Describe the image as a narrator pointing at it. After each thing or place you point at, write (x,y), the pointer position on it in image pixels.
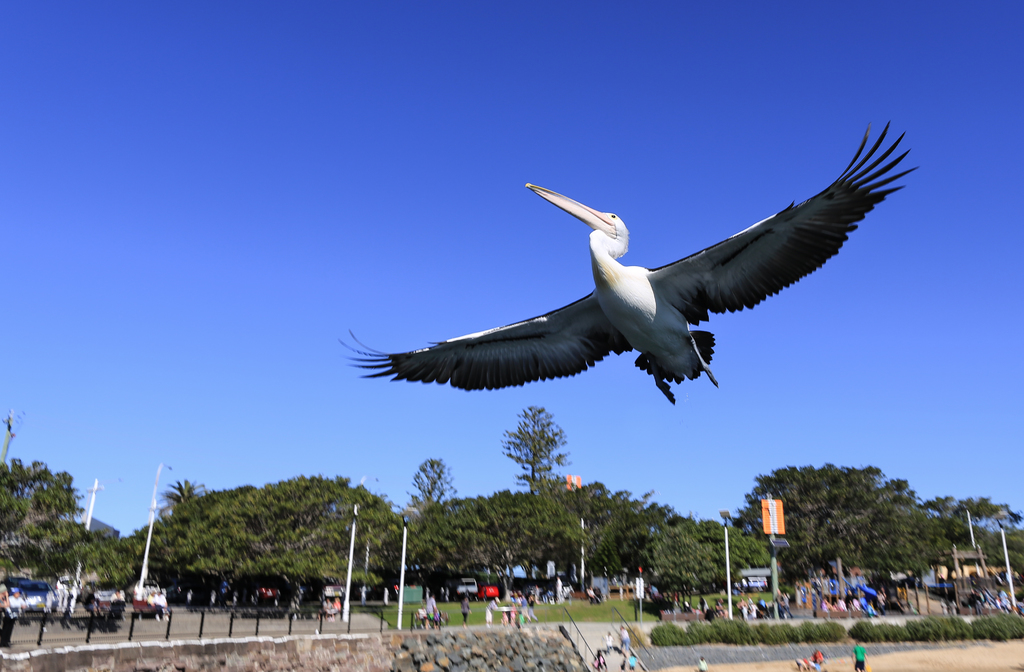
In this image we can see a bird (587,324) flying in the air (692,226). In the background (405,560) we can see few persons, poles (404,571), plants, trees (204,530), vehicles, board (774,508) on a pole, other objects (928,610) and the sky (429,240).
